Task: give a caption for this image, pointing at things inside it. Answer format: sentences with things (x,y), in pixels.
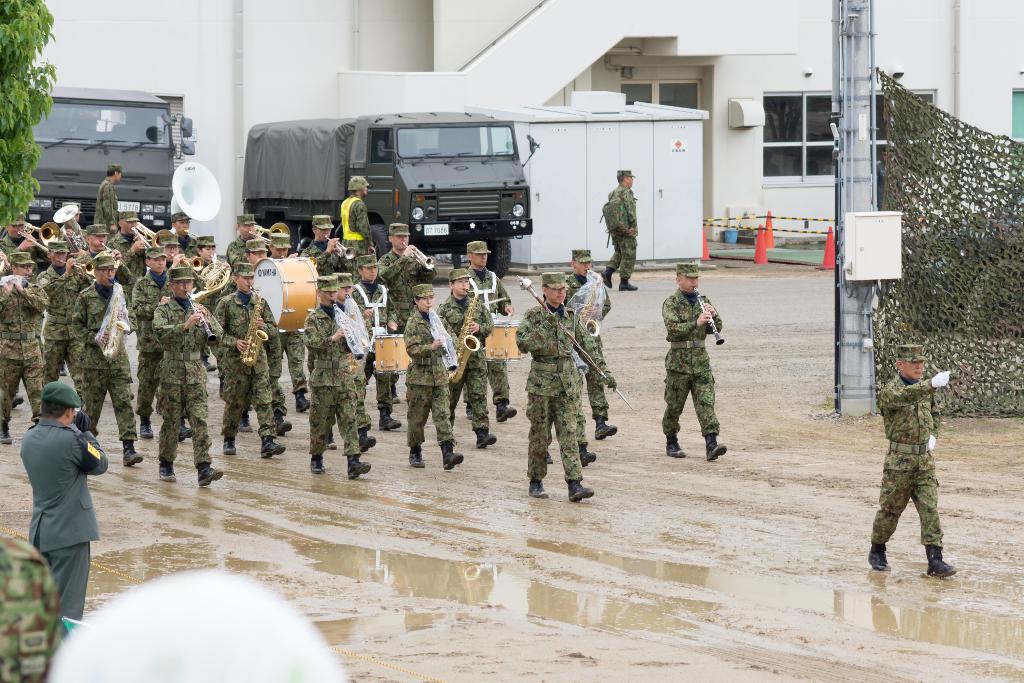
In this image in the front (164,667) there is an object (193,660) which is white in colour and there is a person (54,509) standing. In the center (365,365) there is water (461,570) on the ground (691,548) and there are persons (412,352) walking and playing musical instruments (263,333). In the background (85,145) there are vehicles (392,177) and there are persons (618,219) walking, there are stands (759,255) which are red in colour, there is a building (548,100) and there is an object (596,136) in front of the building (572,66) which is white in colour. On the right side (859,160) there is a pole (862,170), on the pole (851,160) there is an object (874,260) which is white in colour and there is a net (971,250). On the left side (34,194) there are leaves (24,123).
